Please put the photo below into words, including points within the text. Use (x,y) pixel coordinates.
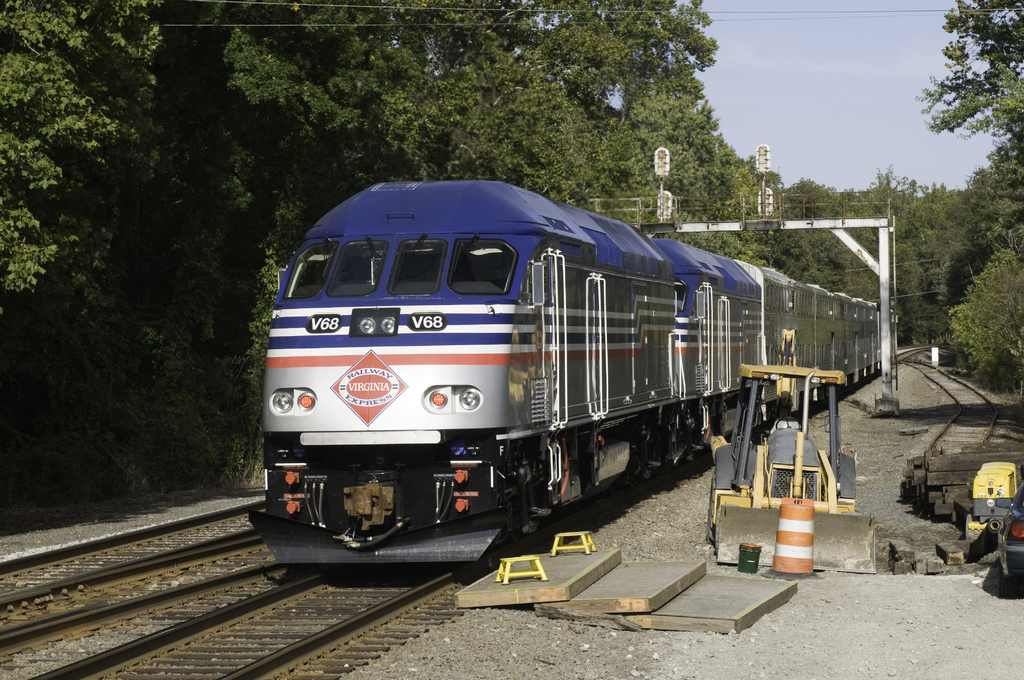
In this image there is a train (369,472) moving on a railway track (188,633). There are numbers (325,323) and text (347,391) on the train (348,416). Beside the train (622,387) there are vehicles (735,484), barriers (781,540) and wooden planks (734,576) on the ground (844,615). In the background (338,153) there are trees (464,114). At the top (830,88) there is the sky (826,88).
